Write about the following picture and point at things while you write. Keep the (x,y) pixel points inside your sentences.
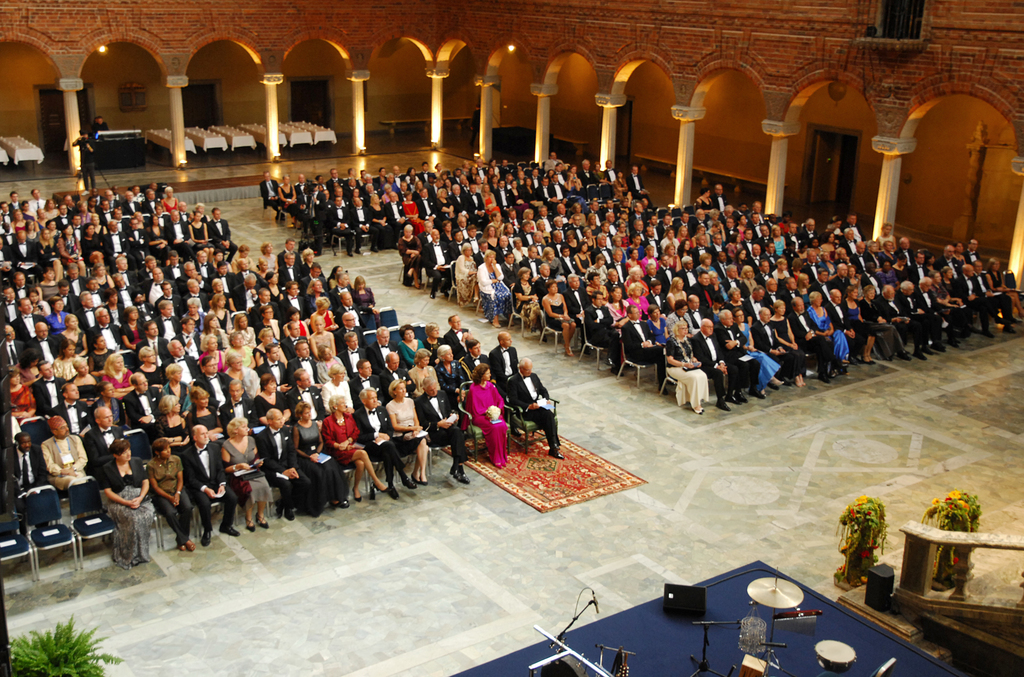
In this image a group of people (401,208) sitting on chairs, around them there are pillars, on the right side (757,618) there are drums (749,657) and mic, on the left side (54,663) there is a plant (50,662).
